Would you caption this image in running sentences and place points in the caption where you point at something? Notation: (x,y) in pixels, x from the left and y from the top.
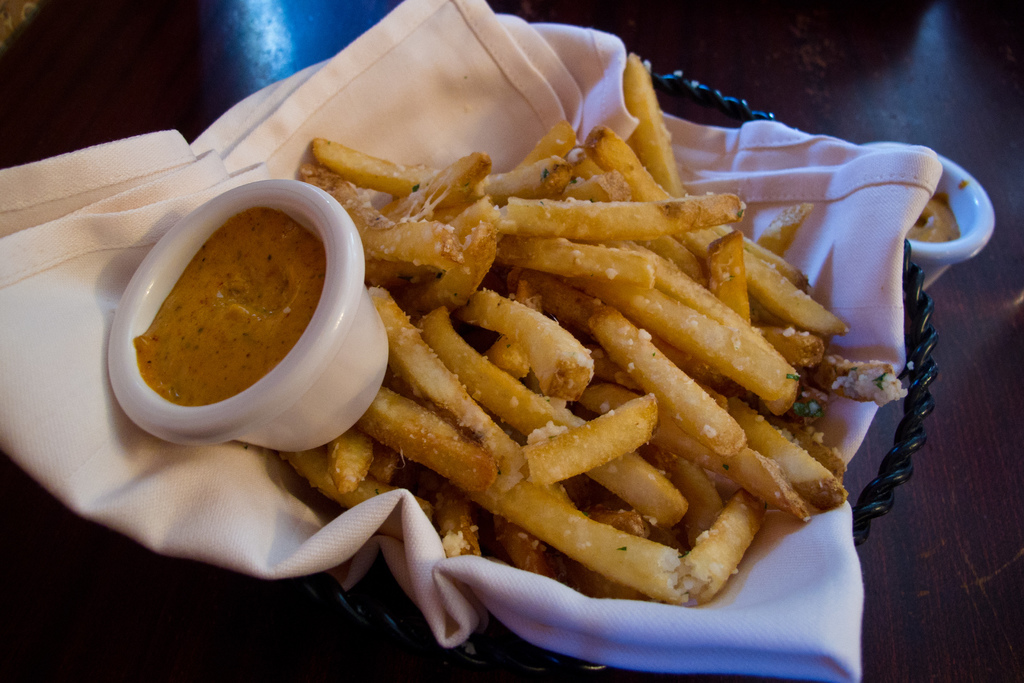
In this image I can see food (746,338) which is in brown color on the cloth (798,625) and the cloth (839,642) is in white color. I can also see a bowl (271,377) in white color.
